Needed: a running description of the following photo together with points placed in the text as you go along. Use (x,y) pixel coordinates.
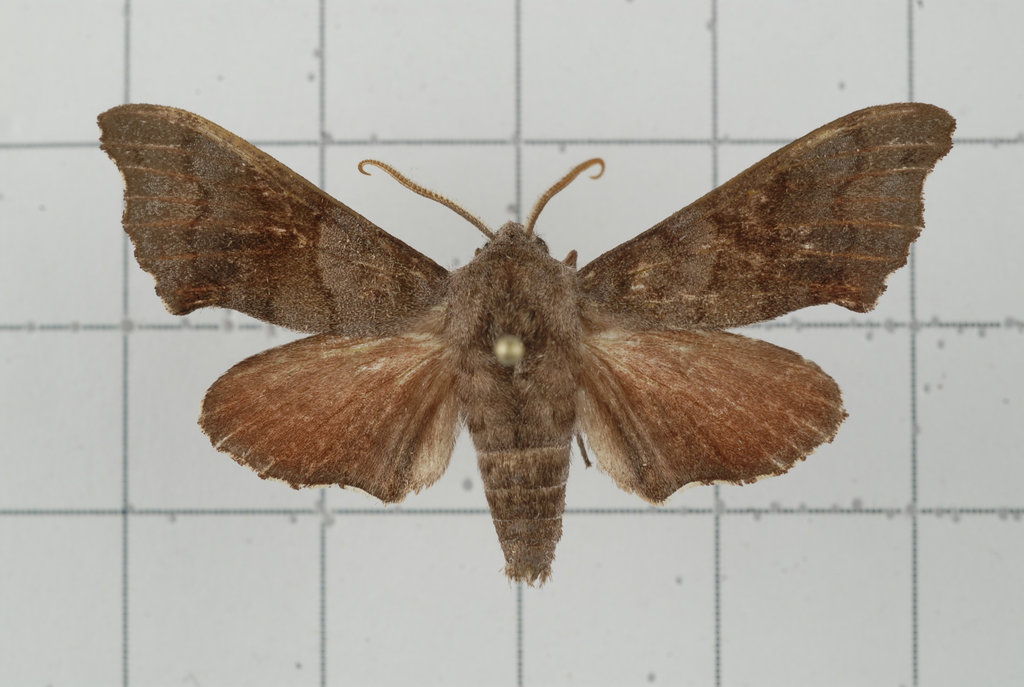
In this image there is a moth (410,406) on a grid background (647,109).
